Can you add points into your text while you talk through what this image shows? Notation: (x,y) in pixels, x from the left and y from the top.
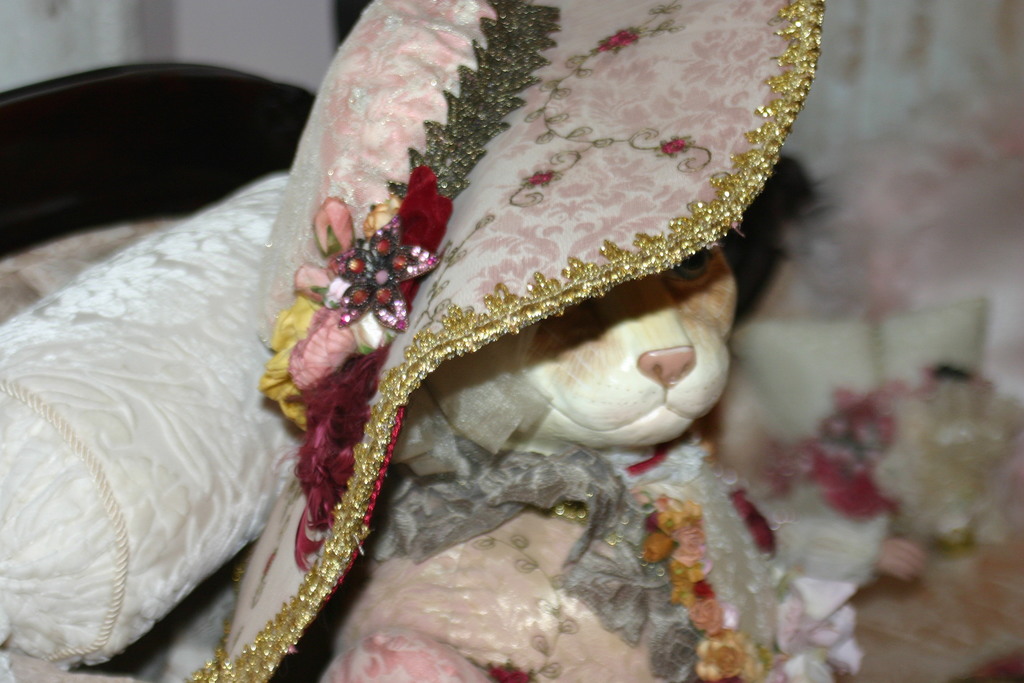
In this image in the center (633,433) there is one cat (646,403) and the cat (596,378) is wearing some hat (427,207), on the left side (155,410) there is one pillow (213,391) and in the background (908,328) there are some objects (99,128).
